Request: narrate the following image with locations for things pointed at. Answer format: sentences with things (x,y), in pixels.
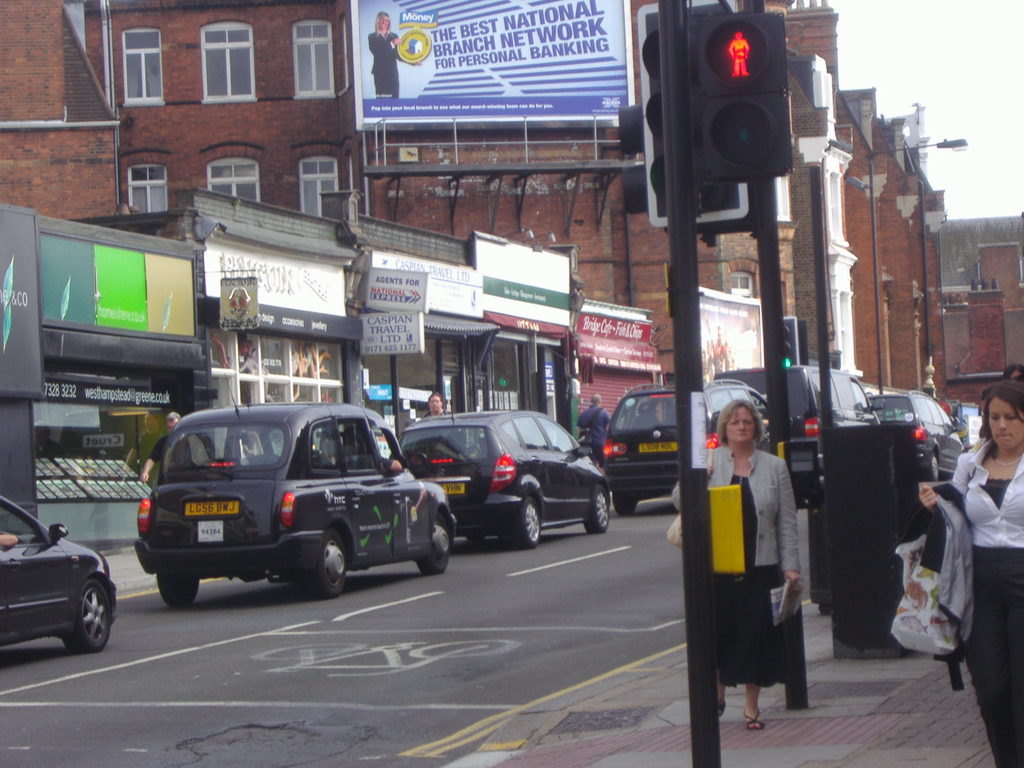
I can see the cars (575,492) on the road (630,584). There are few people (1022,517) walking. These are the buildings (282,163) with windows (209,35). I can see the hoarding (403,118), which is attached to the building wall (505,209). This is the traffic light (768,26) attached to the pole (708,624). These are the shops (211,362) with name boards (264,266). I think this is the dustbin (846,532), which is black in color.
